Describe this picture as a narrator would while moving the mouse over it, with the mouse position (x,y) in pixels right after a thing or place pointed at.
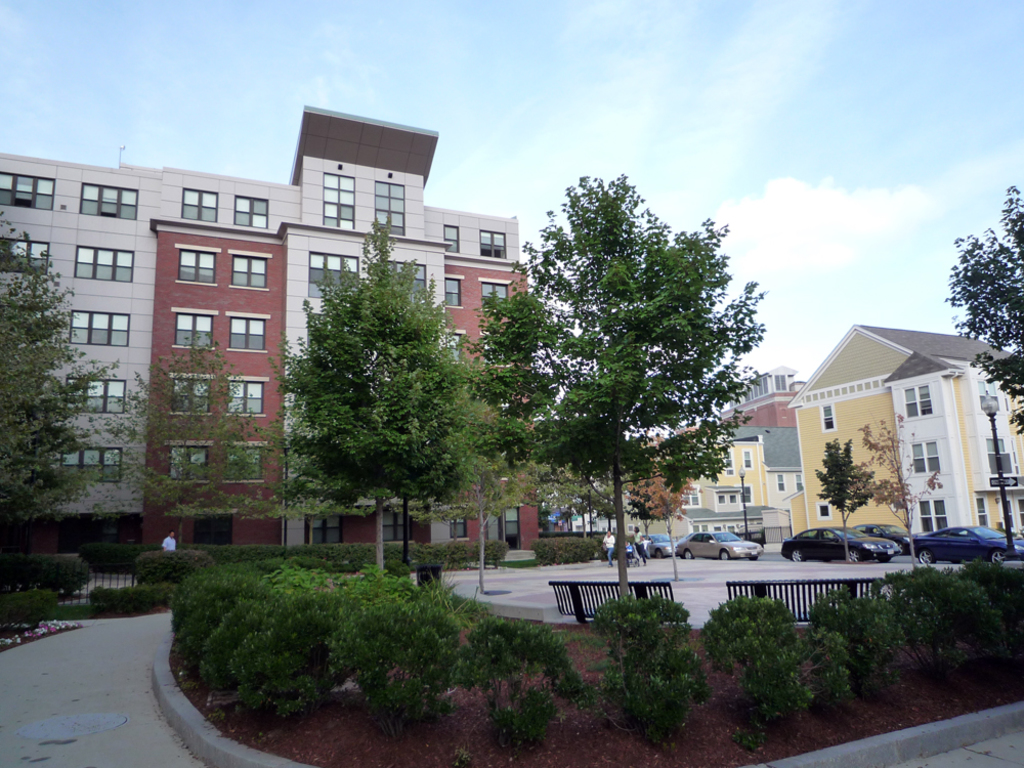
In this image in the center (366,510) there are some buildings (121,306), houses (977,475) and some cars (825,552) and some people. At the bottom (695,703) there are some plants (233,672), sand (623,732) and benches (817,597) and a walkway (102,703). At the top of the image (417,84) there is sky (598,79), and in the center (592,507) there are some poles (1009,529) and lights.
